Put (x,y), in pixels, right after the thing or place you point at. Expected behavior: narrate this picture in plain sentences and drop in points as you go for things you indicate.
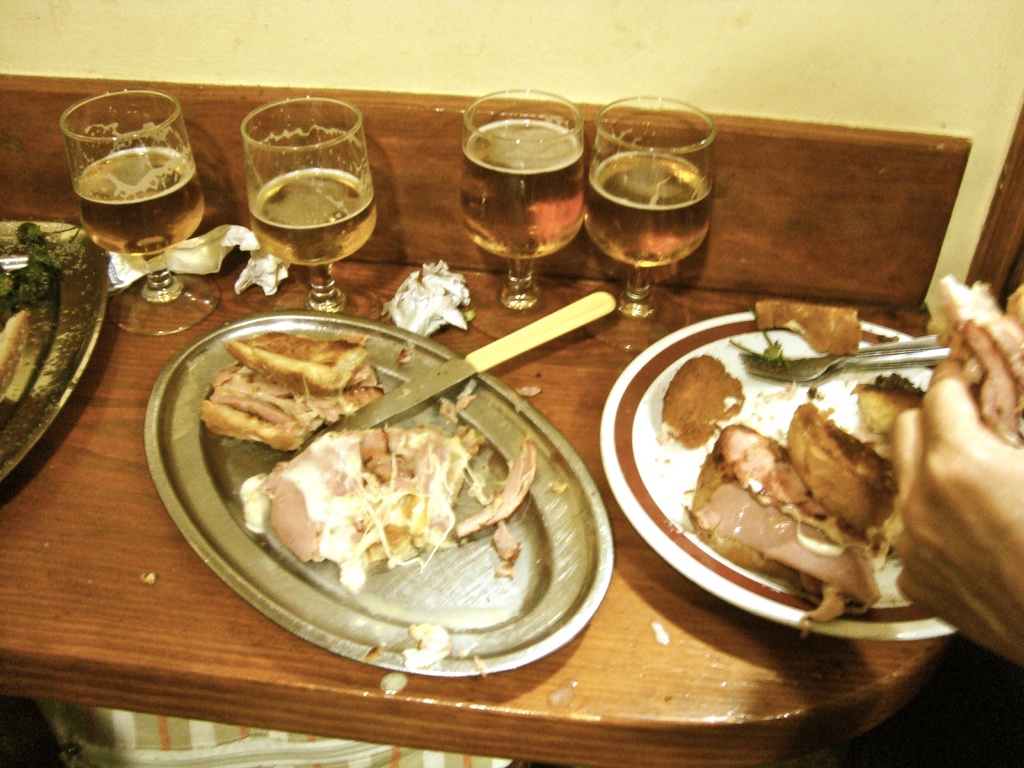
This is a zoomed in picture. In the center (552,397) there is a wooden table (611,508) on the top of which a knife (413,392), fork (811,367), plates (421,594) containing food items (354,441), tissue papers (390,307) and glasses (173,189) of drinks (536,177) are placed. On the right corner (982,451) there is a person (993,459) holding a food item (1009,335). In the background (472,66) there is a wall (938,19).
